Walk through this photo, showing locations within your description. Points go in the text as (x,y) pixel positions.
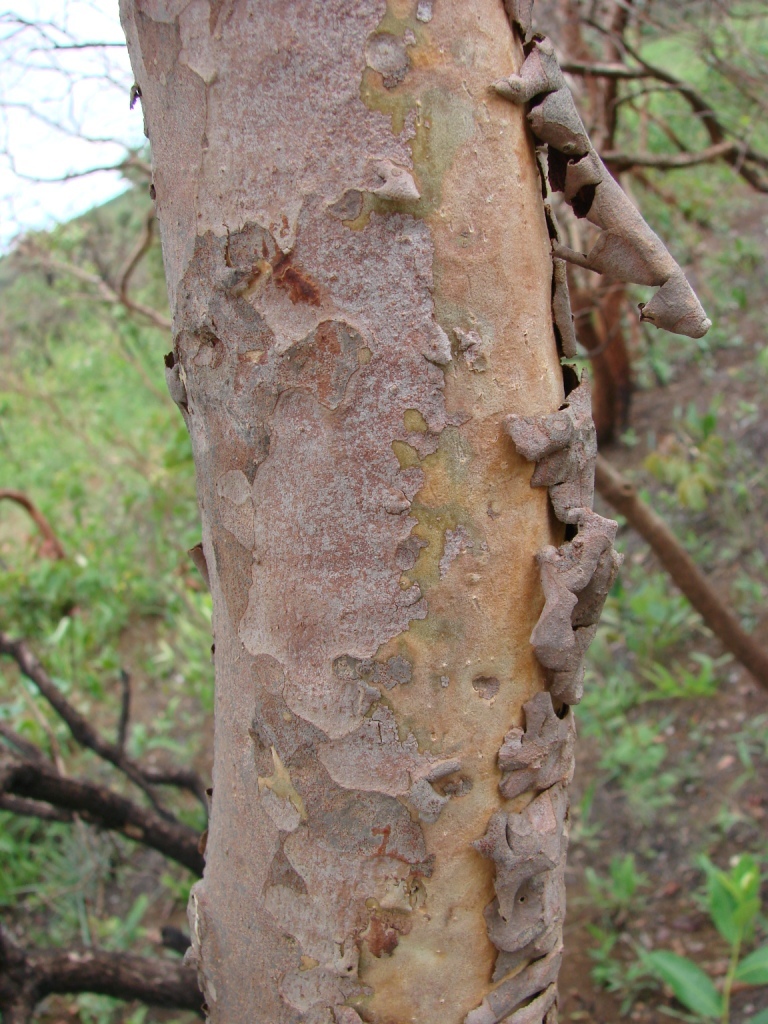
The picture I can see the tree trunk (534,845). The background of the image (96,295) is slightly blurred, where we can see trees (85,294) on the hills (740,787) and I can see the sky (18,78).
